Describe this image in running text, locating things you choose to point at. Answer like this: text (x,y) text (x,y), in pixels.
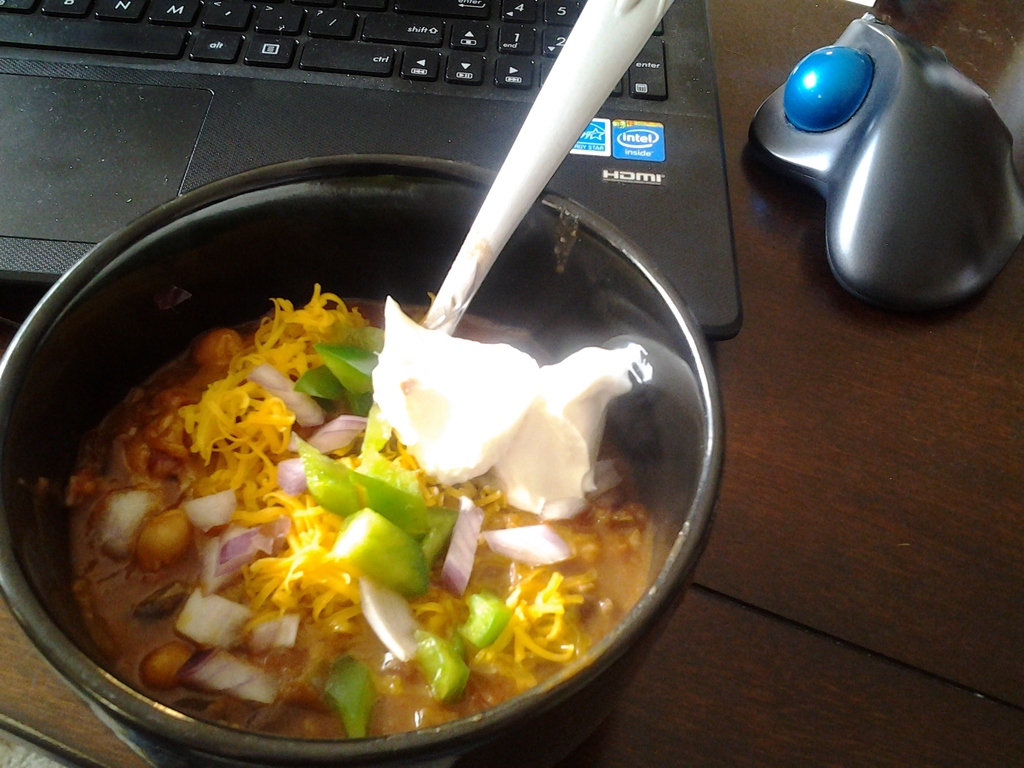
In this image, we can see some food item (443,368) and a spoon (626,41) in a container (4,426). We can see a laptop (692,45) and a mouse (897,281) on the wooden surface (834,708).
